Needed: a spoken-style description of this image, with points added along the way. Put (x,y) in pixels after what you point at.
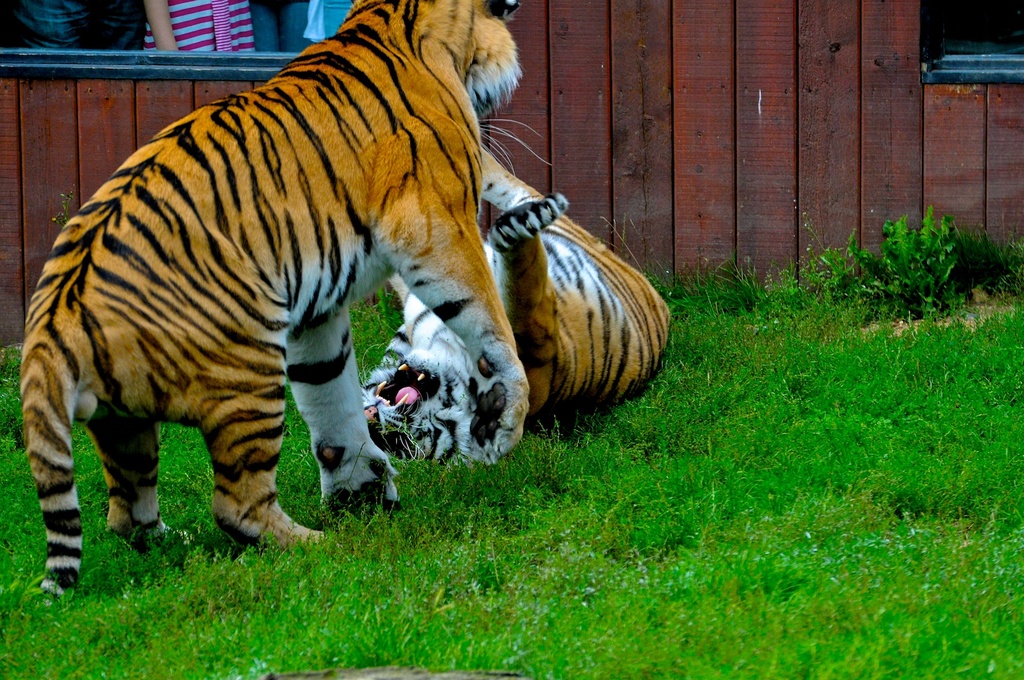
In this picture I can observe two tigers (351,340) on the ground (483,517). There is some grass (670,530) on the ground (638,550). In the background (705,139) I can observe wooden wall (704,133).
